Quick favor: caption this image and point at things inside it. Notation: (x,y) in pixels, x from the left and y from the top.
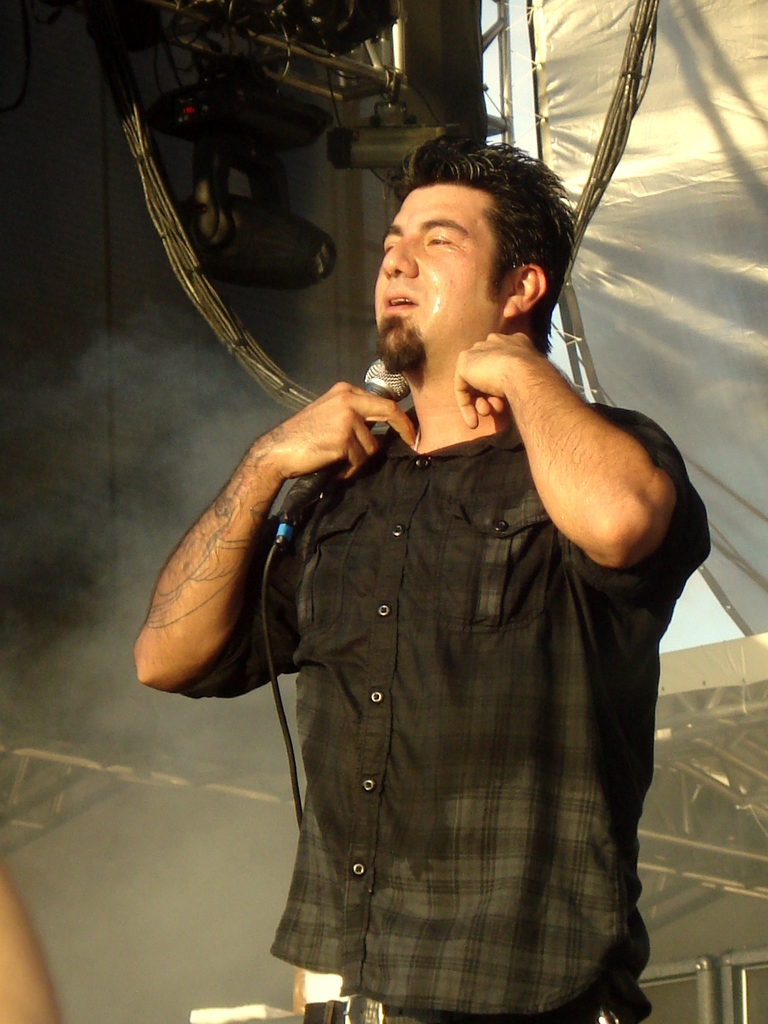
The person (444,688) wearing green shirt (428,721) is holding a mic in his right hand (279,476).
